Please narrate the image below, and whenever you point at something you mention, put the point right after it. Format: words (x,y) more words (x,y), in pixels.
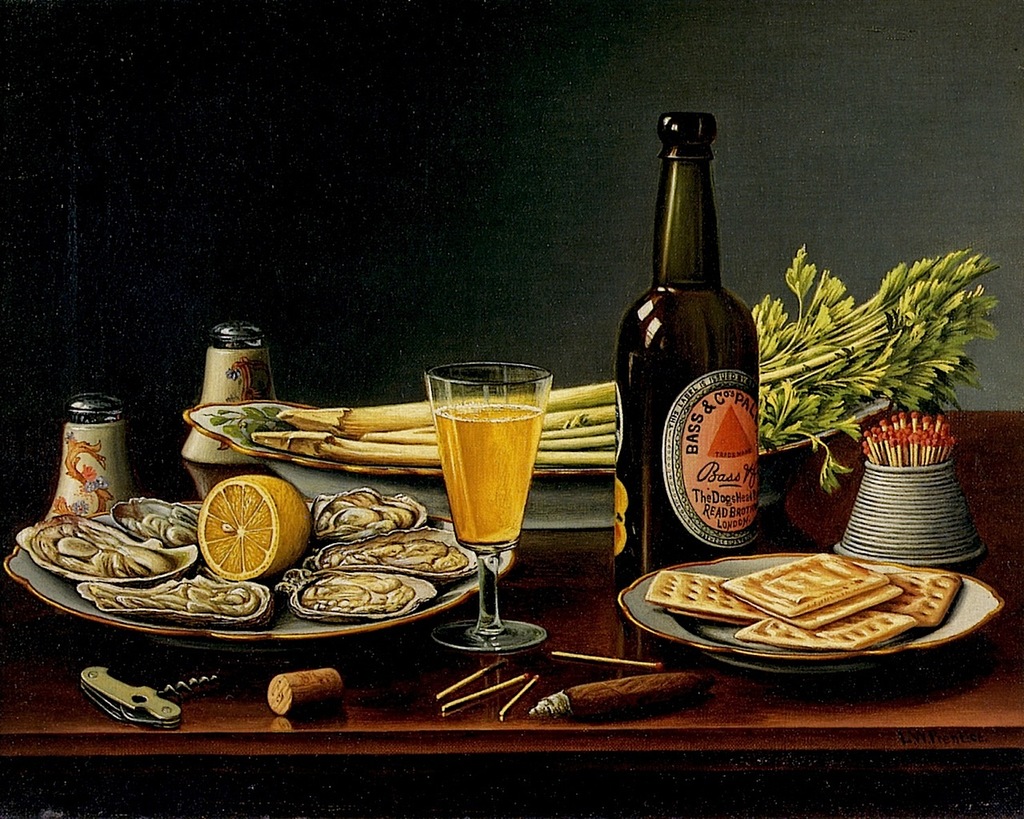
There is a table (860,715) on which, there are plates (657,625) which are having food items (145,556), a glass (524,421) which is filled with drink (524,453), a bottle (692,324), plants (780,357) on a bowl (231,423), shakers (245,335) arranged and other objects (885,445). And the background (65,165) is dark in color.
